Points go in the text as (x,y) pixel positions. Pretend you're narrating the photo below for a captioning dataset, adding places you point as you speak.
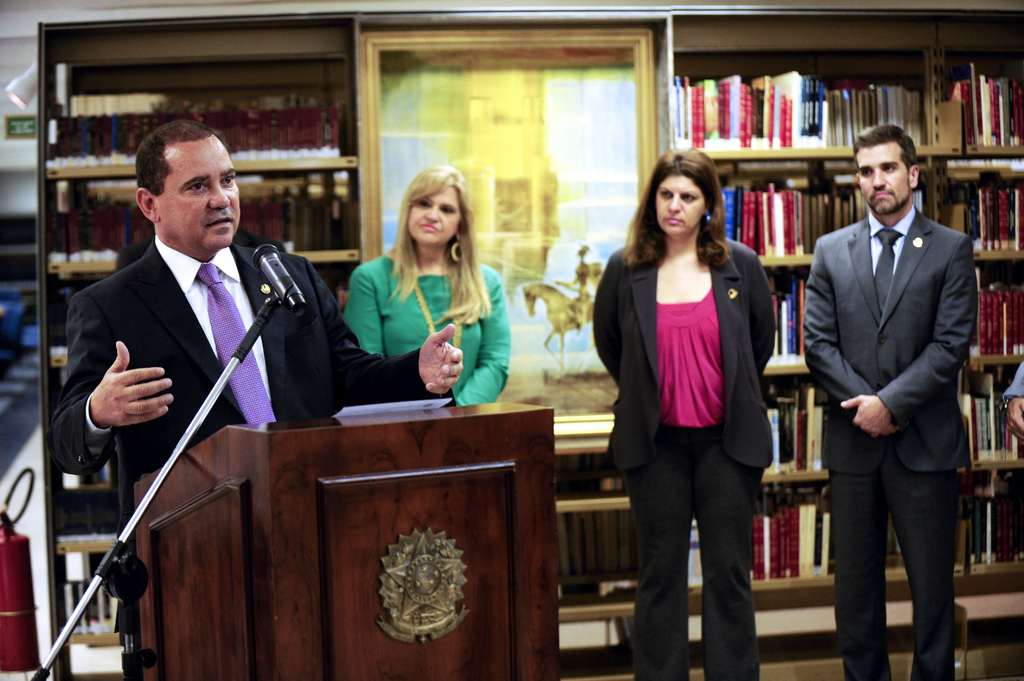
4 people (919,336) are standing in a room (580,344). A person (341,338) is standing at the left (192,340) wearing a suit (295,326) and there is a microphone (283,271), stand (231,444) and paper (376,412). There are book shelves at the back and there is a fire extinguisher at the left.
